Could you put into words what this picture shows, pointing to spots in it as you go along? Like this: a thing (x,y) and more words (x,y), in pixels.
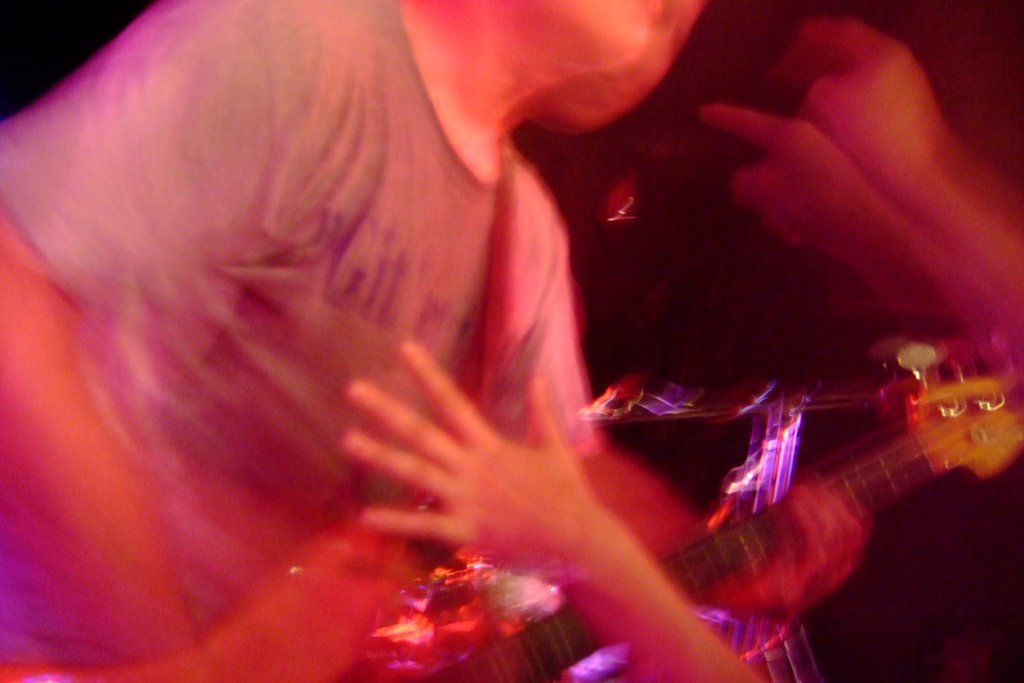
This is a blur image. On the left side (156,431), I can see a person (291,439) holding a guitar (408,642) in the hands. On the right side (883,127), I can see another person's hands (848,143).
